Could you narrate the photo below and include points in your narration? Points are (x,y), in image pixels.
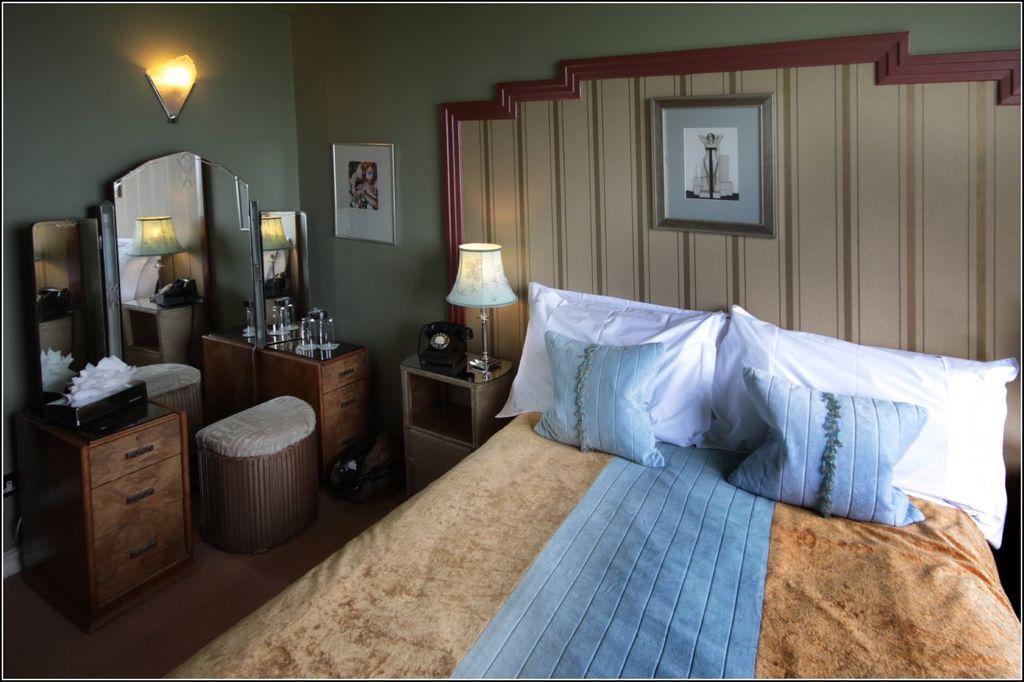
In this image I can see a bed (819,574) and pillows (542,417) on it. Here I can see a lamp (495,286), a telephone (432,339) and a mirror (146,258). On this wall (427,155) I can see few frames (339,209).
